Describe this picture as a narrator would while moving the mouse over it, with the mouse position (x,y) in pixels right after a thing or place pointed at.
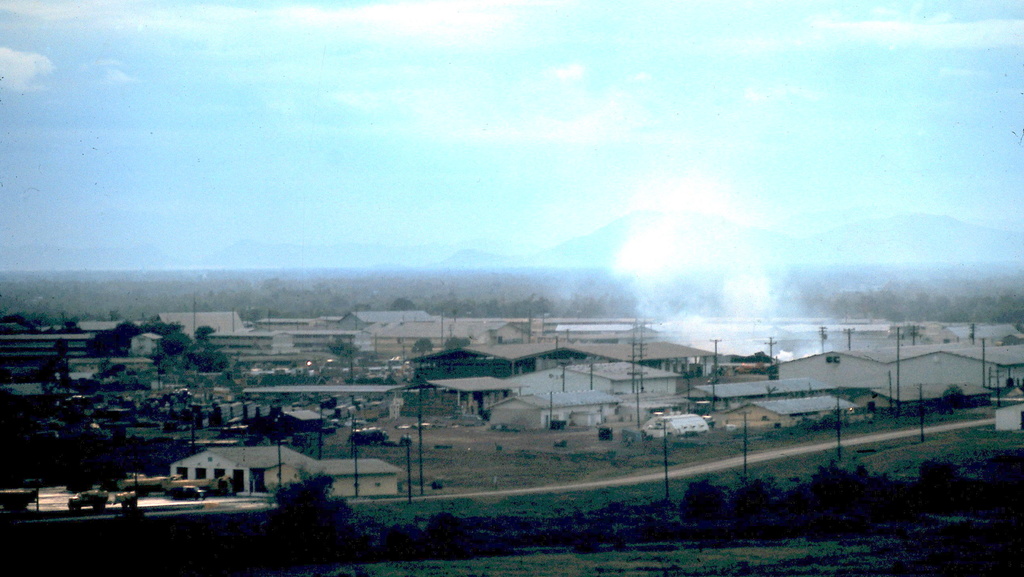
In this picture I can see vehicles (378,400) on the road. I can also see buildings (550,374), trees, poles (280,466) and grass (687,458). In the background (313,233) I can see the sky (328,191).
